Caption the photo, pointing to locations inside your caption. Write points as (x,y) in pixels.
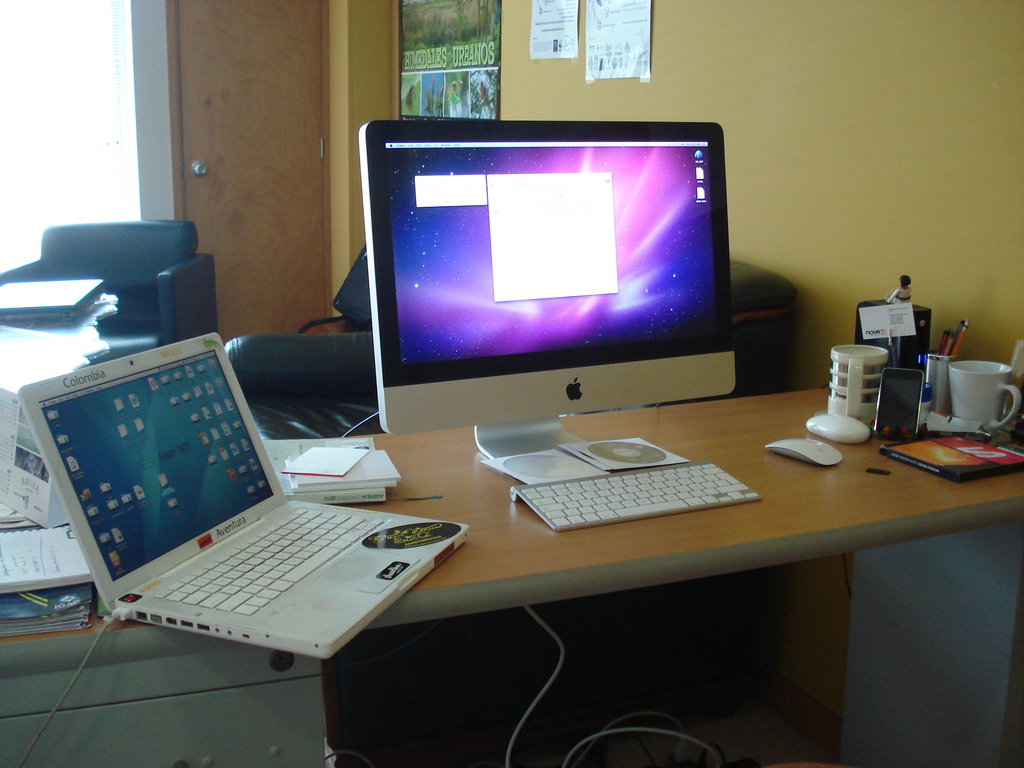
An indoor picture. On a table (690,538) there is a monitor (451,310), keyboard (638,493) and mouse (857,434). On wall (830,17) there are posters (447,53). This is door (301,82). This is couch (197,296). A laptop (256,482) is on a table (519,562). Beside this laptop (147,567) there are books (39,572). On this table (836,500) there are also cup (959,411), mobile (916,408) and pen holder (936,383).
